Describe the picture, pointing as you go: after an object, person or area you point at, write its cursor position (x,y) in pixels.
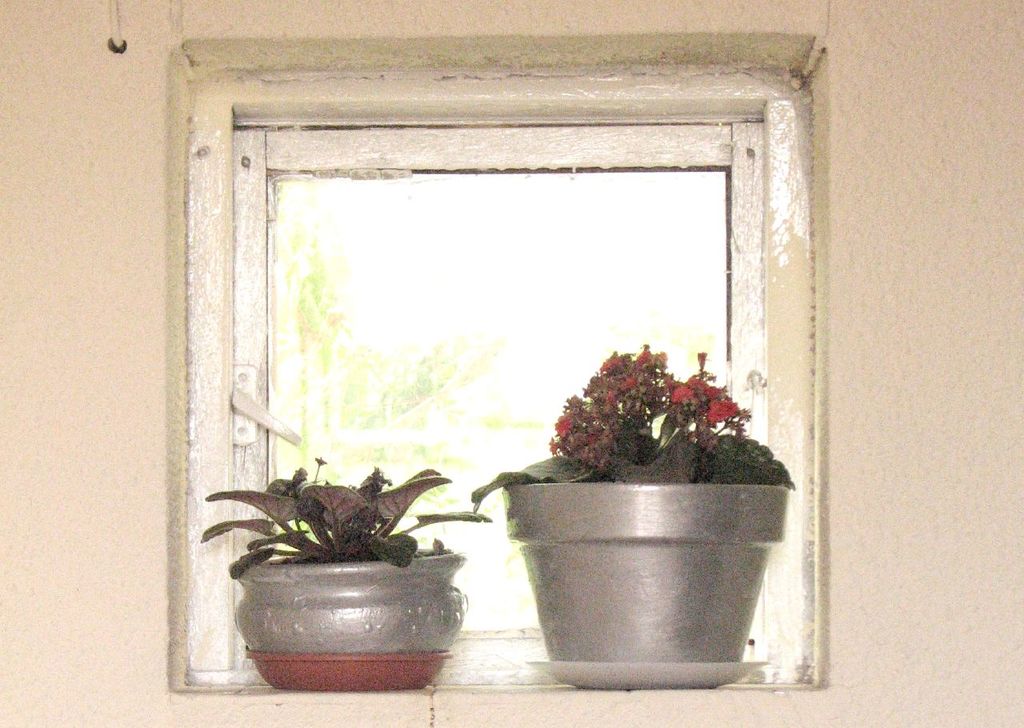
In this image we can see some plants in the pots (563,518) which are kept in the plates (710,664) placed beside a window (209,644). We can also see a wall (117,325).
